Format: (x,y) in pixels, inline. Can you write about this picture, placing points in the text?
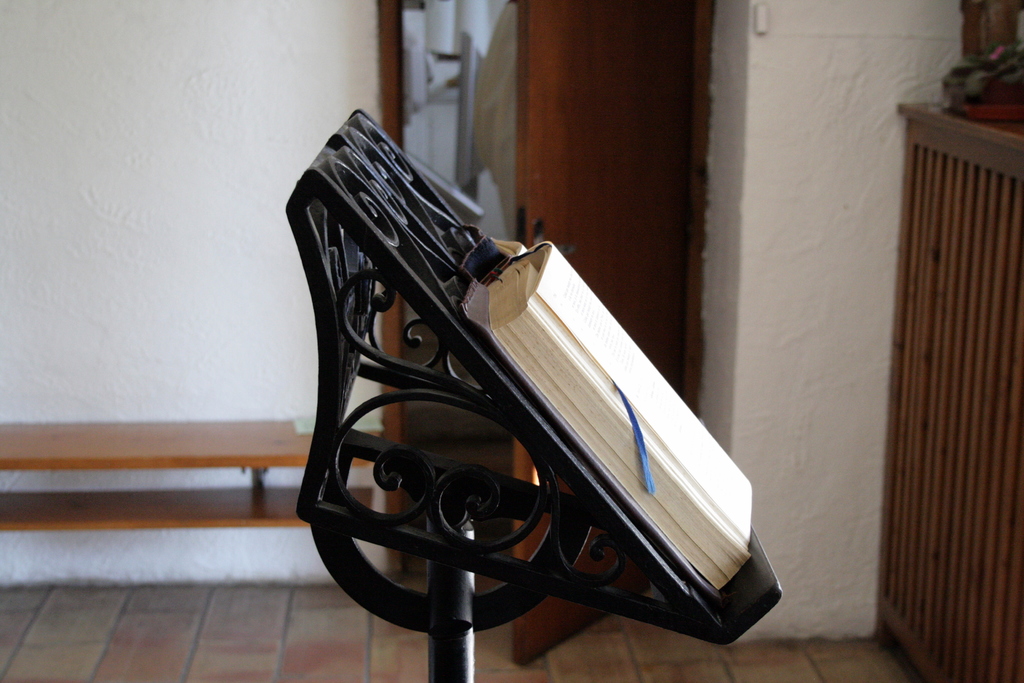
In this image, I can see a book (534,325) on a stand (472,632). In the background (305,451), I can see a wooden bench (210,498) and a door (540,122) to a room (504,87). On the right side of the image (929,259), I can see a wooden object (979,262).
